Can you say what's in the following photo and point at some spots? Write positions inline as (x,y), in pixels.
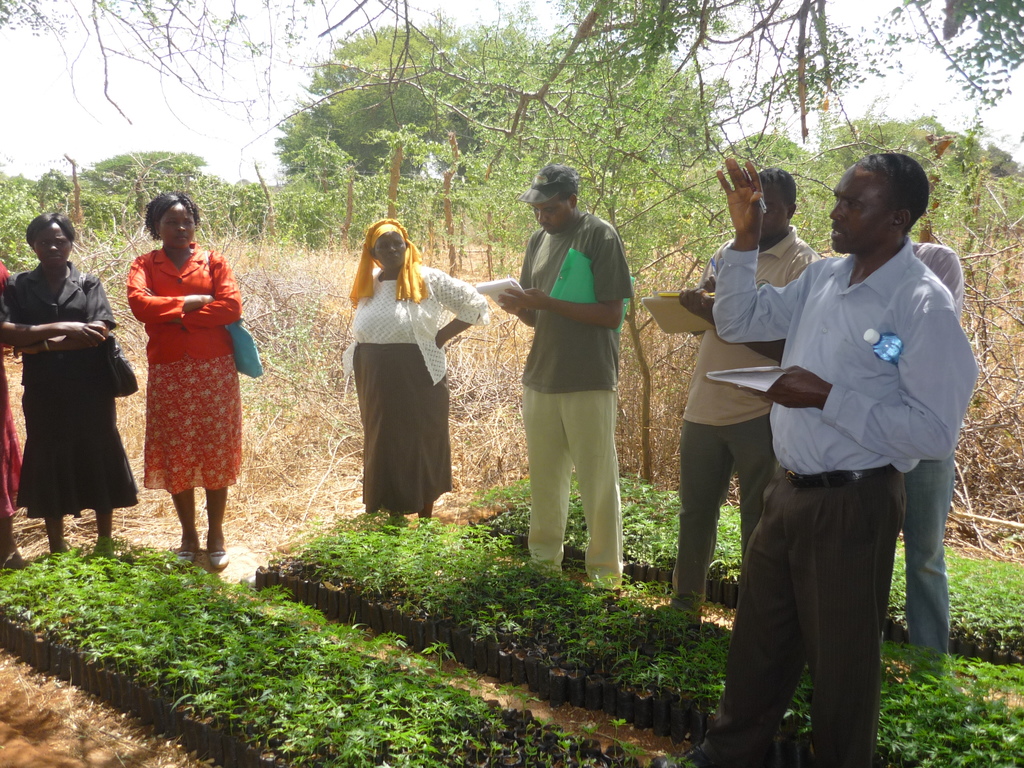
In this image there are a few people (372,287) standing and they are holding bags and a few are holding books (674,322) in their hands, in the middle of them there are plants (223,610). In the background (1008,228) there are trees (826,206).
